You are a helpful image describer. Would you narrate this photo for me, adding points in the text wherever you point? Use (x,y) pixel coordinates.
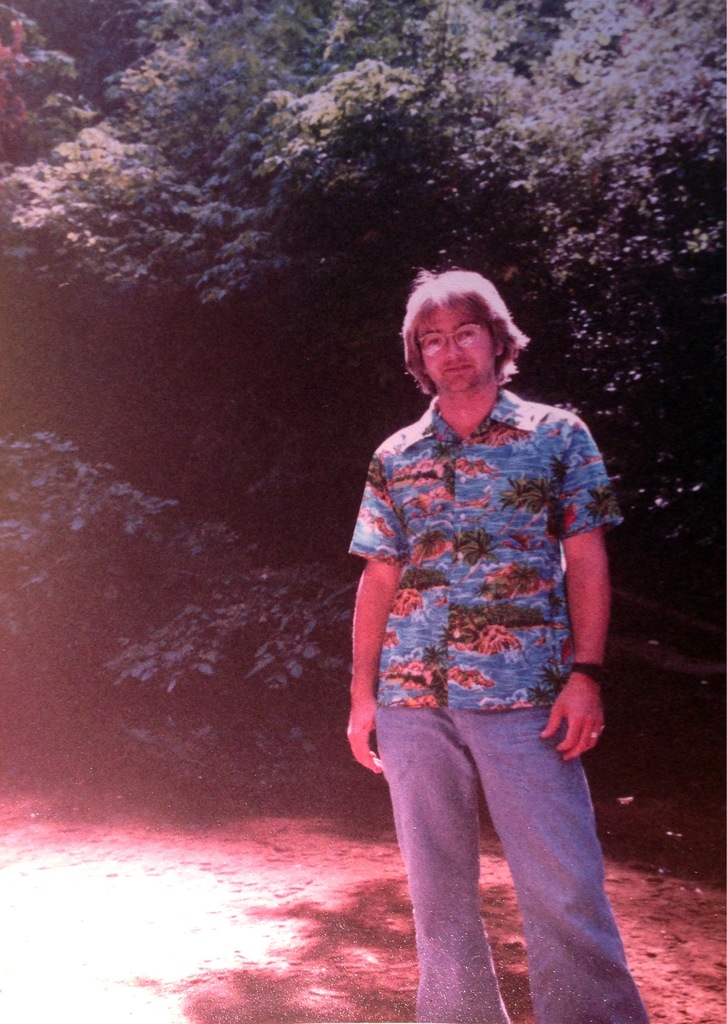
There is a man (426,433) standing and wore glasses (476,338) and watch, behind this man (580,701) we can see trees (124,685).
